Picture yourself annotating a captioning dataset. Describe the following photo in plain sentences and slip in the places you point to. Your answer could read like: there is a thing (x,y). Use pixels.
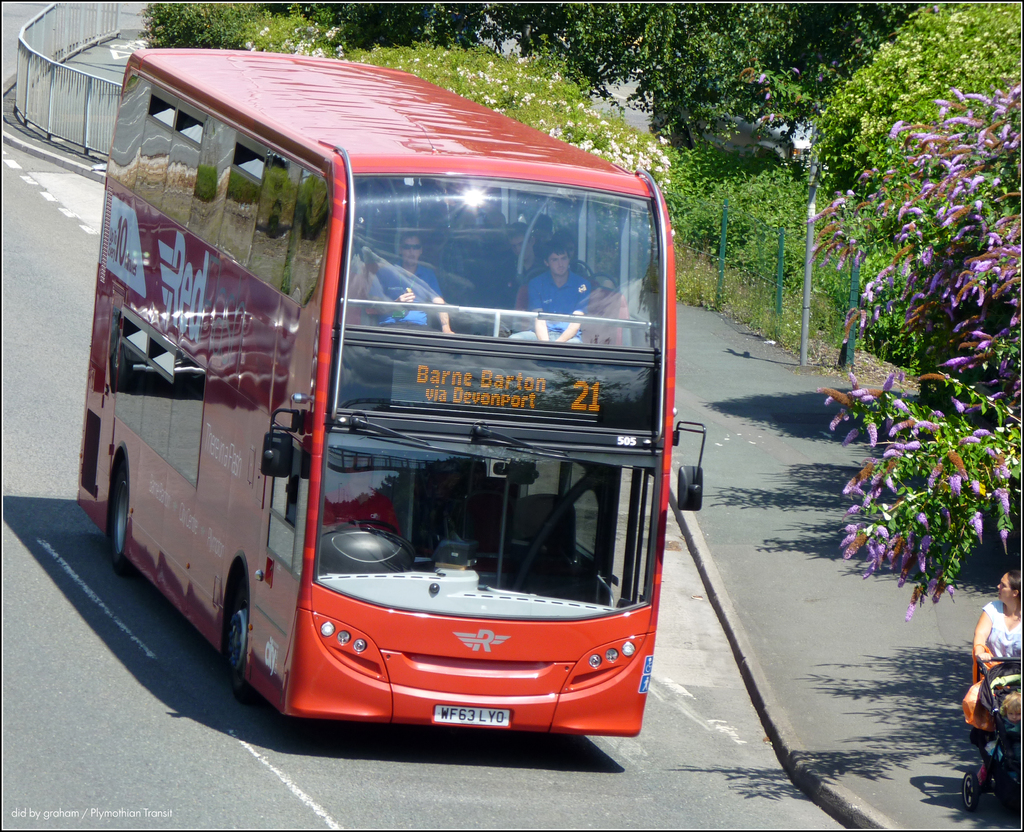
In this image we can see a bus (239,653) on the road (436,743). We can also see some people (396,313) sitting inside it. We can also see a fence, poles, some plants (897,446) with flowers (963,459) and some trees (737,89). At the bottom right (979,661) we can see a person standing holding a baby carrier (1008,774).
